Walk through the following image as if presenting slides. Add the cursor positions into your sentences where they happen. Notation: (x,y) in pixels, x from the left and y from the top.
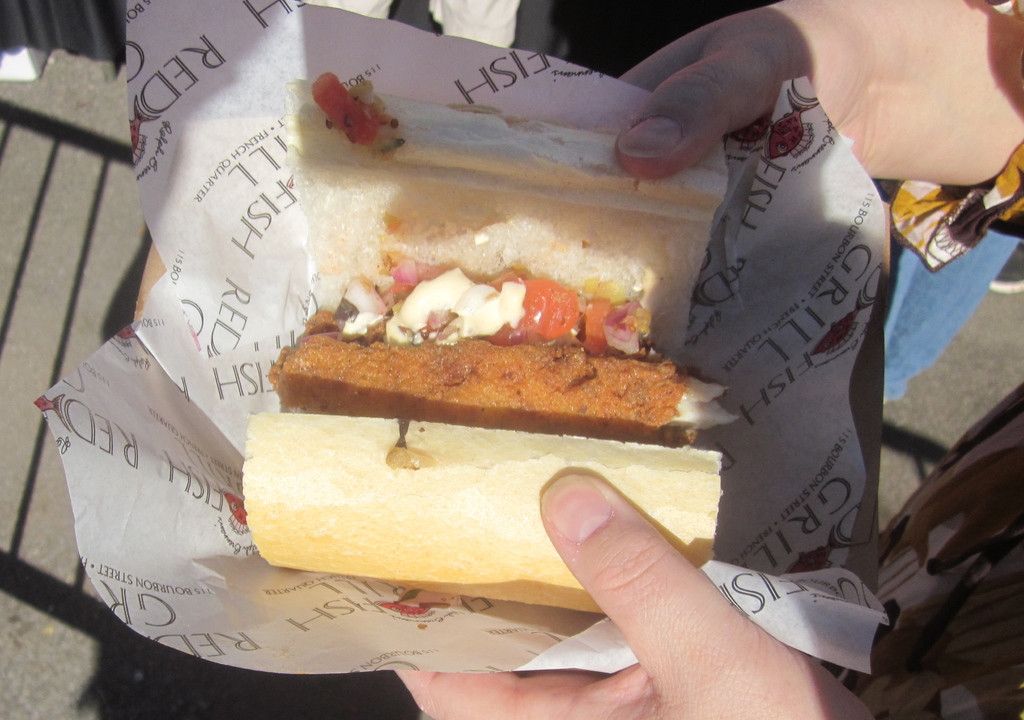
In this image we can see a person (616,497) holding a paper (697,355), in the paper (177,33), we can see some food (630,280) and also we can see the person's legs (927,331) and a black color curtain (53,40).
